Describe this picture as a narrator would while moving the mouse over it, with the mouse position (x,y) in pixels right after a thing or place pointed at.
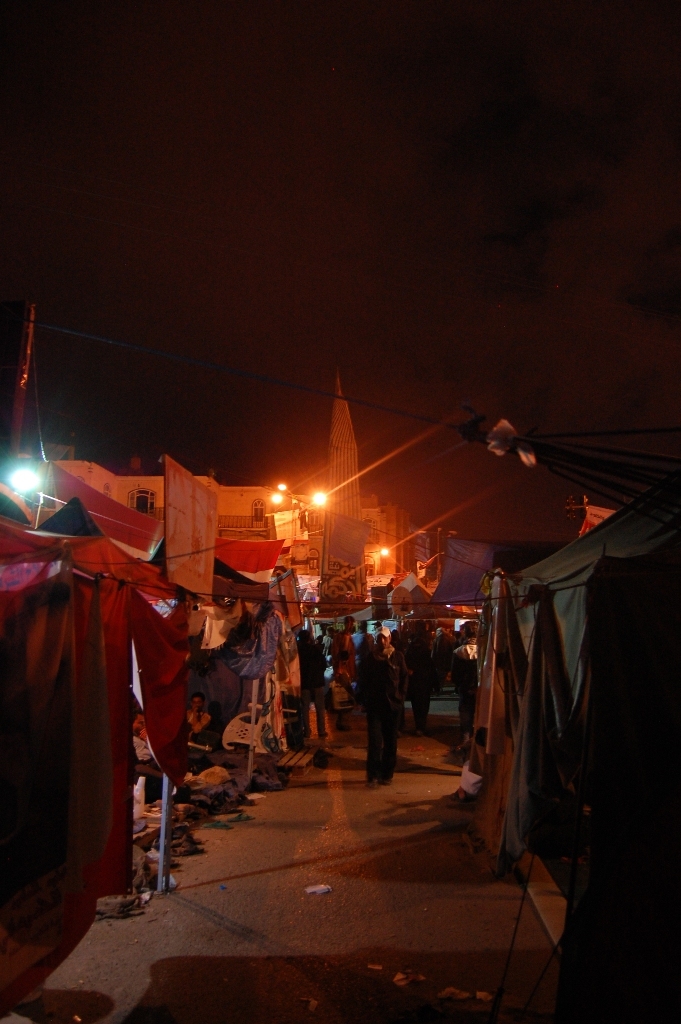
In this image I can able to see stalls (516,808), buildings (348,489), lights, ropes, people (415,688) and some objects (271,744) on the ground (234,867). Also in the background (390,147) there is sky (439,93).
